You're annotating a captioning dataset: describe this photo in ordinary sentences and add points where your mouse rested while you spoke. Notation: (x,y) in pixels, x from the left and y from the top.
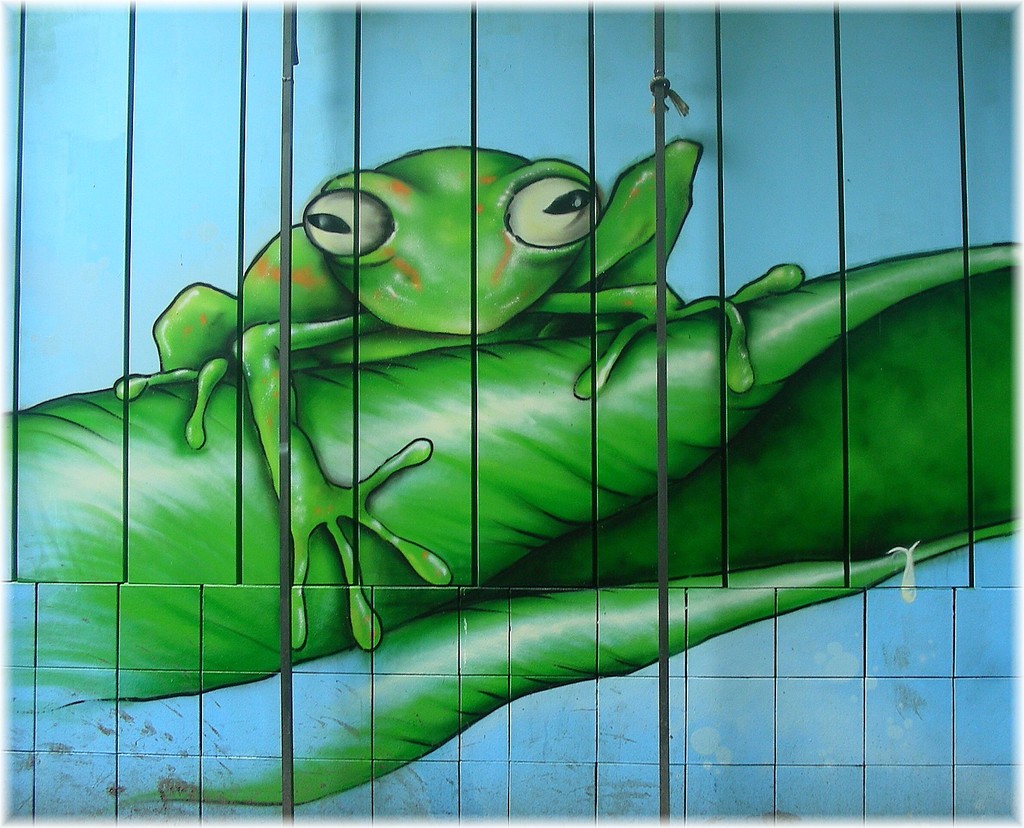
In this picture I can see painting (455,474) on the wall (492,602) looks like a frog (387,278) on the leaf (555,683).
